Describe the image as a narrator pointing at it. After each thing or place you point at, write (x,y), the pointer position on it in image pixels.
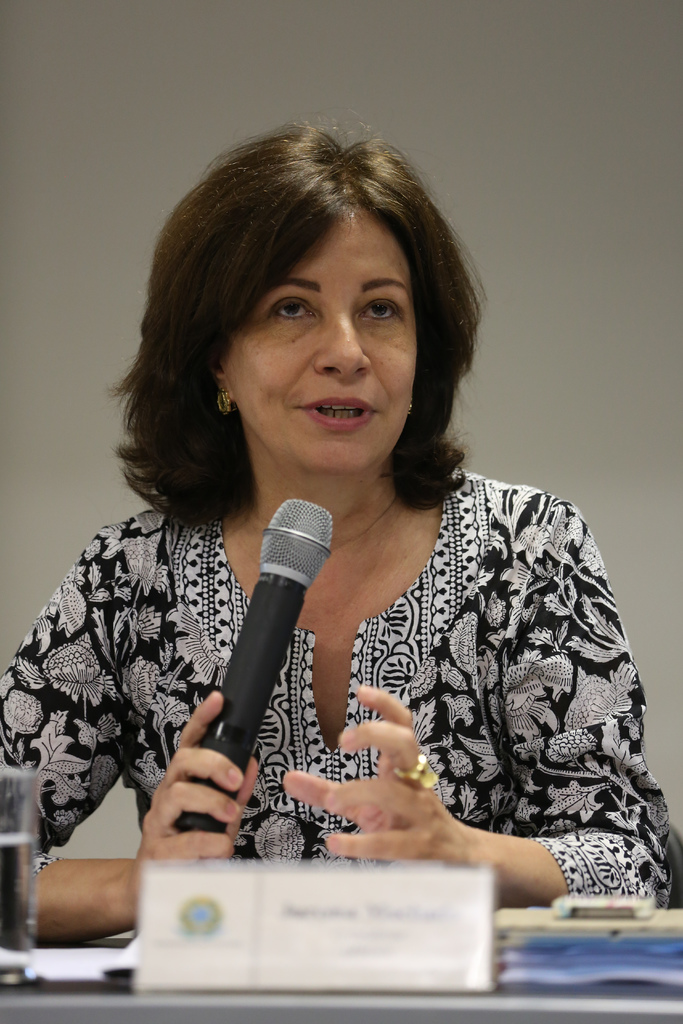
As we can see in the image there is a woman (389,661) holding mic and in front of her there is a table (536,998). On table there is a glass (9,852) and poster (289,889).
